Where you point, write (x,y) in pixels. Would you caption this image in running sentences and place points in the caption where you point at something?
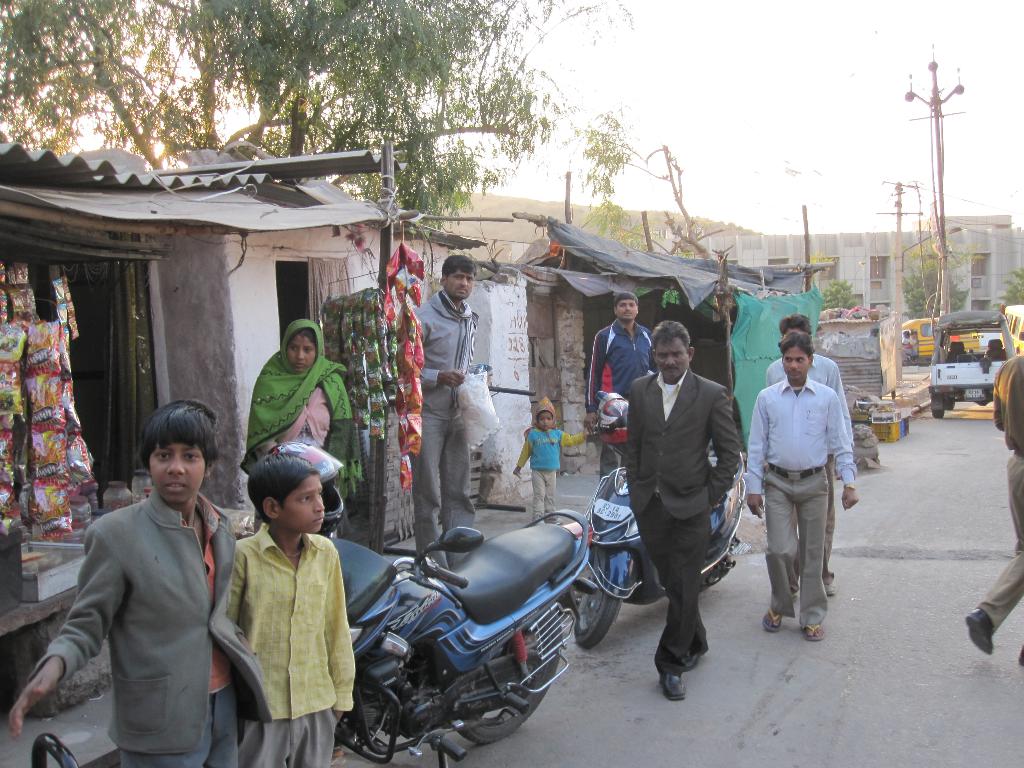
In this picture there are people (161,590) and we can see vehicles (634,551) on the road (644,690), stall (99,320), sheds (171,185) and poles (901,233). In the background of the image (586,170) we can see trees (624,230), building (855,266) and sky (615,100).
